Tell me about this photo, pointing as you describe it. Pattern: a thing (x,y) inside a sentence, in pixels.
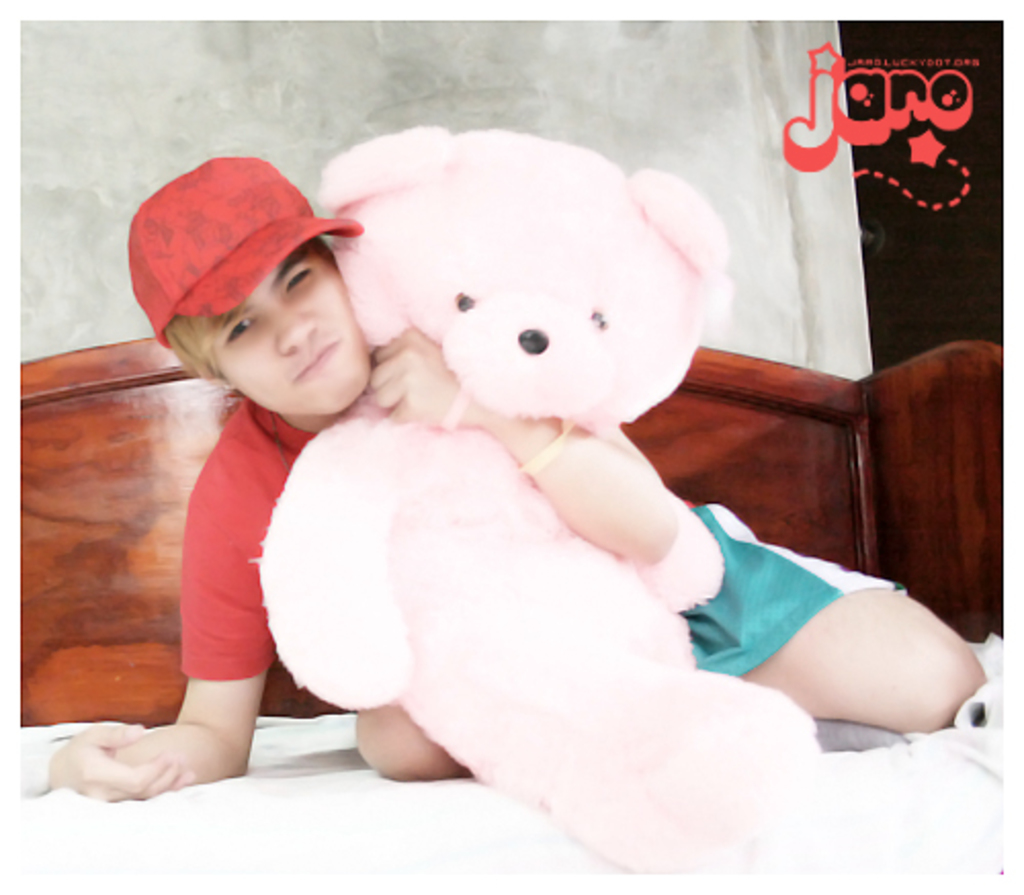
In this picture we can see a person (197,302) wearing a cap (190,207) and holding a teddy bear (568,584) in his hand (390,391). This person (609,494) is visible on a bed (130,669). We can see a wall (455,123) in the background (495,127).
